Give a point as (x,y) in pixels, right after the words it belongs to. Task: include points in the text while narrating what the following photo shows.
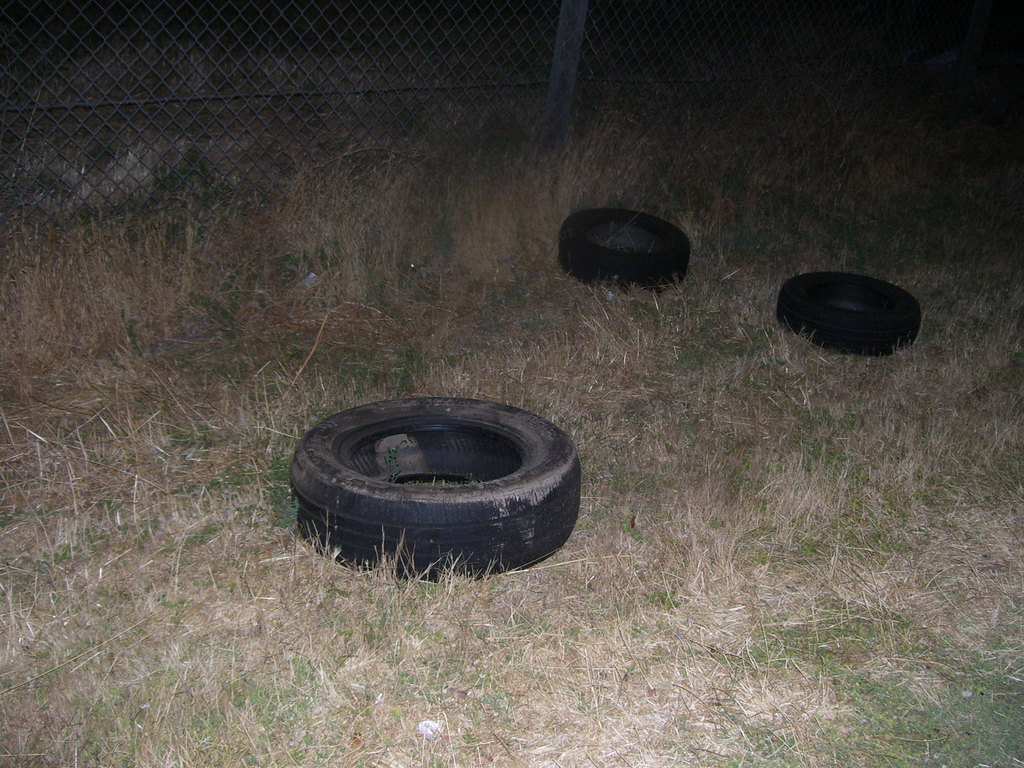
In the foreground of the picture (344,275) there are tyres (497,445), grass (932,348) and dry grass (426,273). In the background (262,93) it is fencing (360,120). Outside the fencing (282,76) there is grass (400,78).
